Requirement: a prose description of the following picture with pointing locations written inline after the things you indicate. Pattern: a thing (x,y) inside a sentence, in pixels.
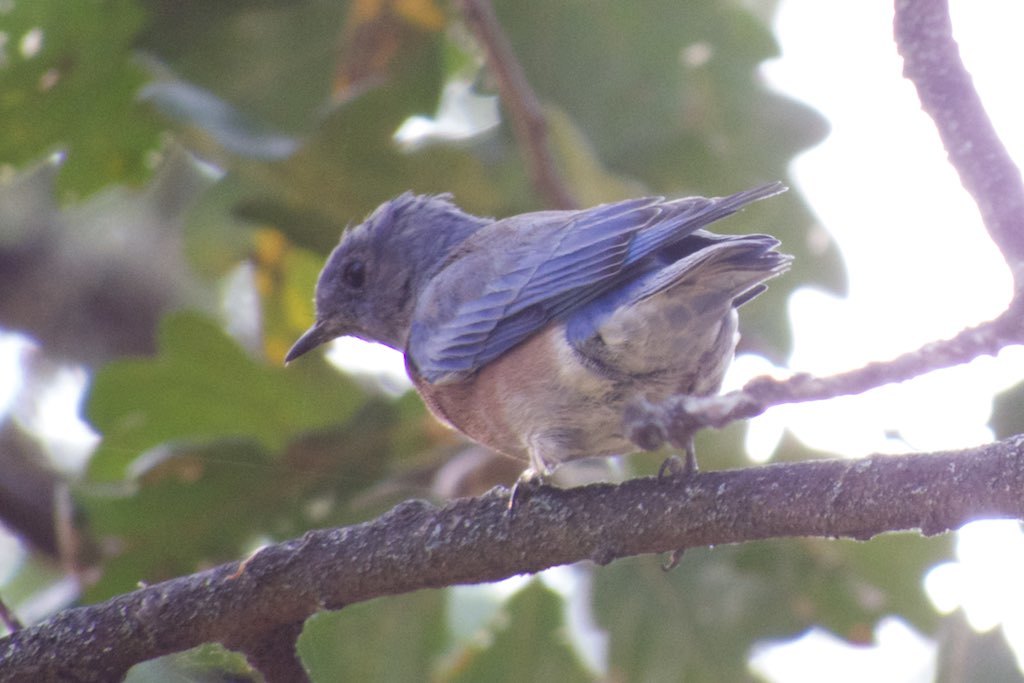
In the middle of the image (537,430) a bird (629,414) is standing on the stem (315,569). Behind the bird (610,436) there are some trees (616,623) and sky (878,12).
